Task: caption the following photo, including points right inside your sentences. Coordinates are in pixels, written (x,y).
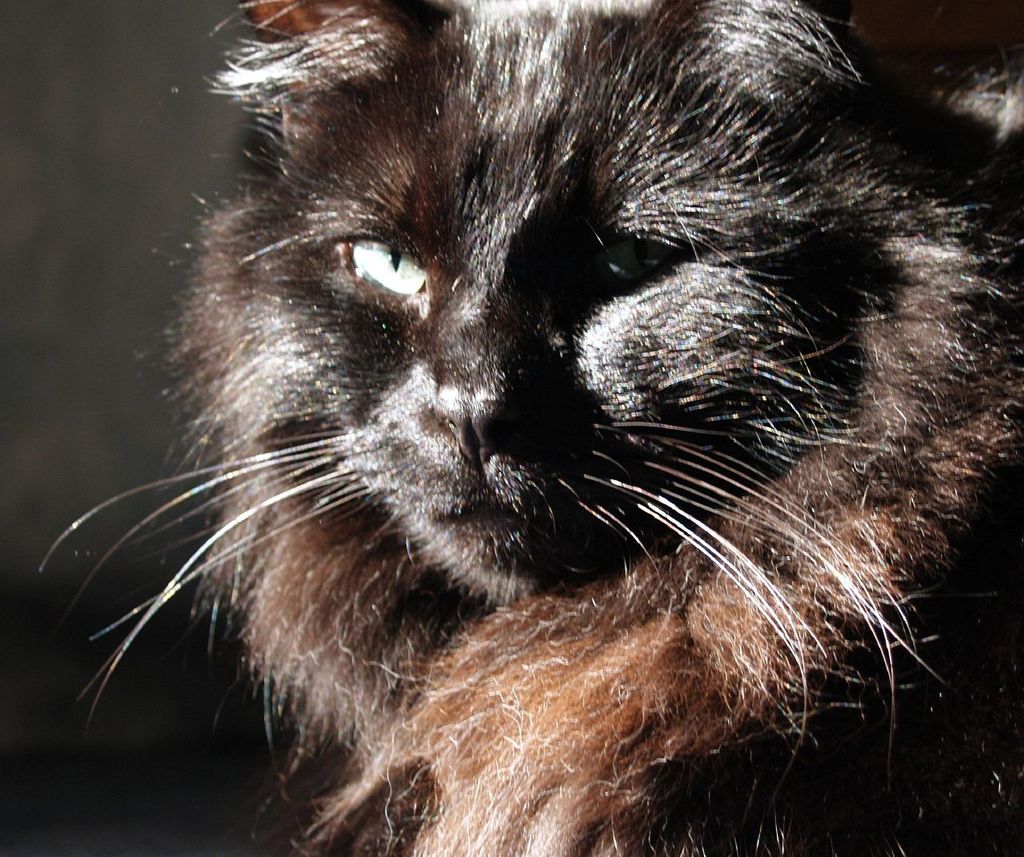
In this picture there is a black color cat (555,419).
